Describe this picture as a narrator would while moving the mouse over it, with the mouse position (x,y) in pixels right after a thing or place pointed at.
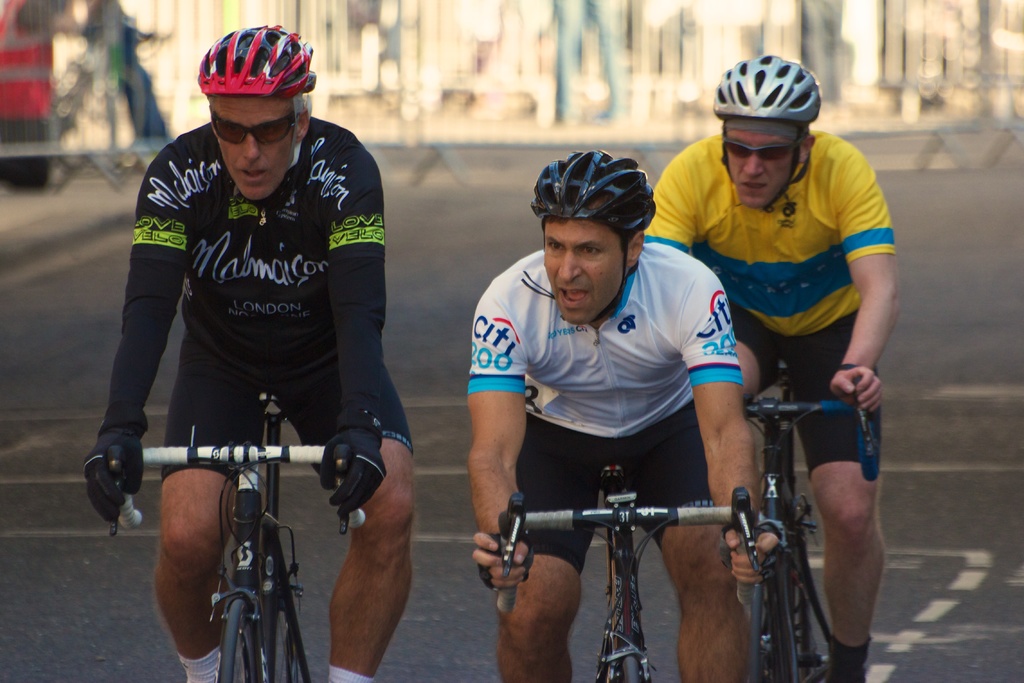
In the picture there are three people (715,434) riding their bicycles (500,594) and at the left corner of the picture (243,408) the person (247,306) is wearing a black shirt (268,366) and shorts (325,398) and helmet (204,79) and right corner of the picture (795,307) one person (800,267) is wearing yellow t-shirt (807,321) and shorts (815,441) and helmet (759,107) and in the middle (561,390) the person (581,385) is wearing white shirt (609,429) and black shorts (649,480) and helmet (624,231) and behind them there is a vehicle (18,109) and they are on the road (68,609).
